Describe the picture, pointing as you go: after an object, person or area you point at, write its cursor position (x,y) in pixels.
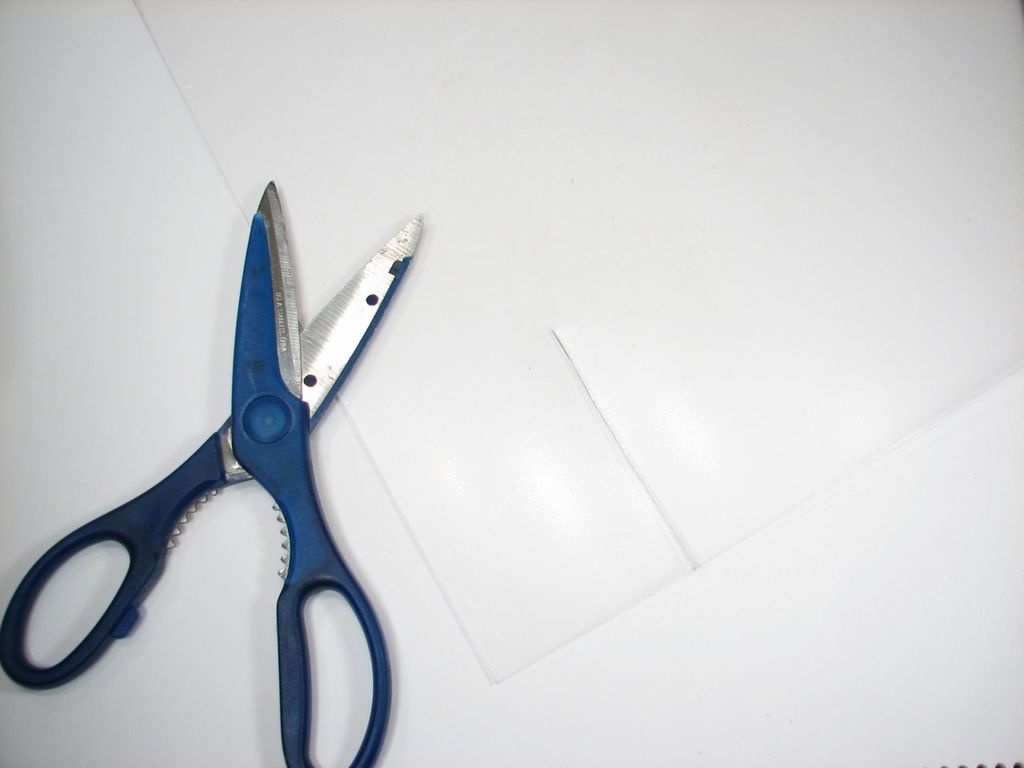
In this image we can see scissors (244,363) and paper (492,542) placed on the table (646,646).
